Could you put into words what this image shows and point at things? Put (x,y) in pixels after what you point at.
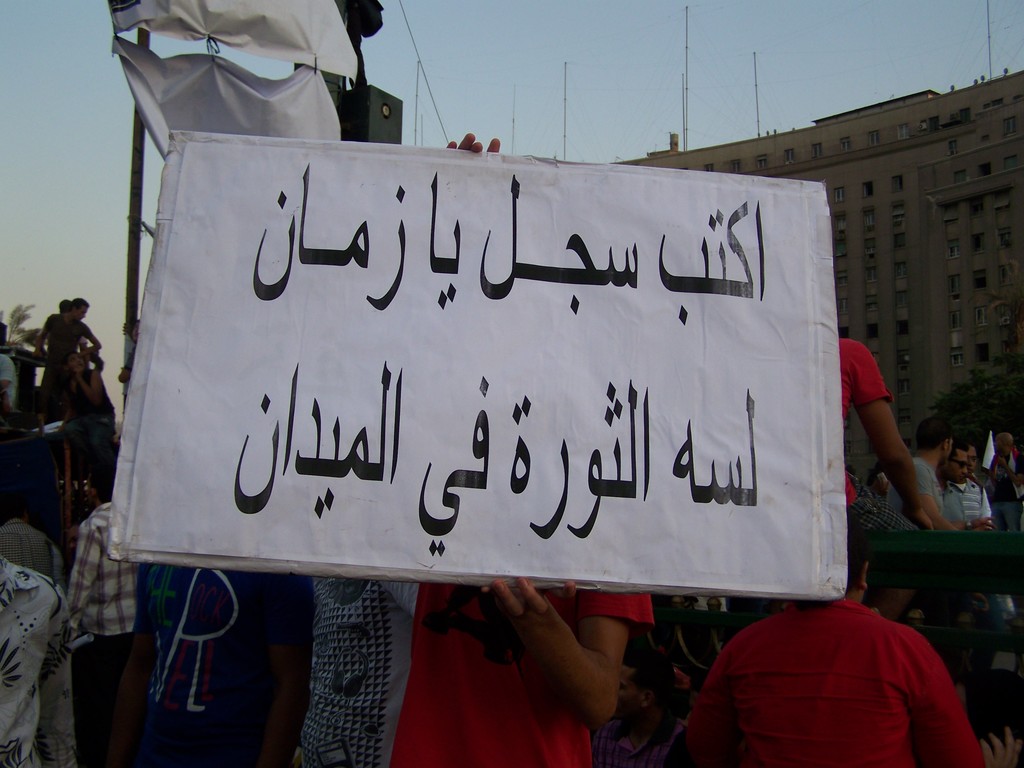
In this image we can see people (244,599) standing on the road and one of them is holding a placard (327,325) with some text (370,476) in the hands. In the background (417,47) there are buildings (818,160), poles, cables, trees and sky (108,149).
